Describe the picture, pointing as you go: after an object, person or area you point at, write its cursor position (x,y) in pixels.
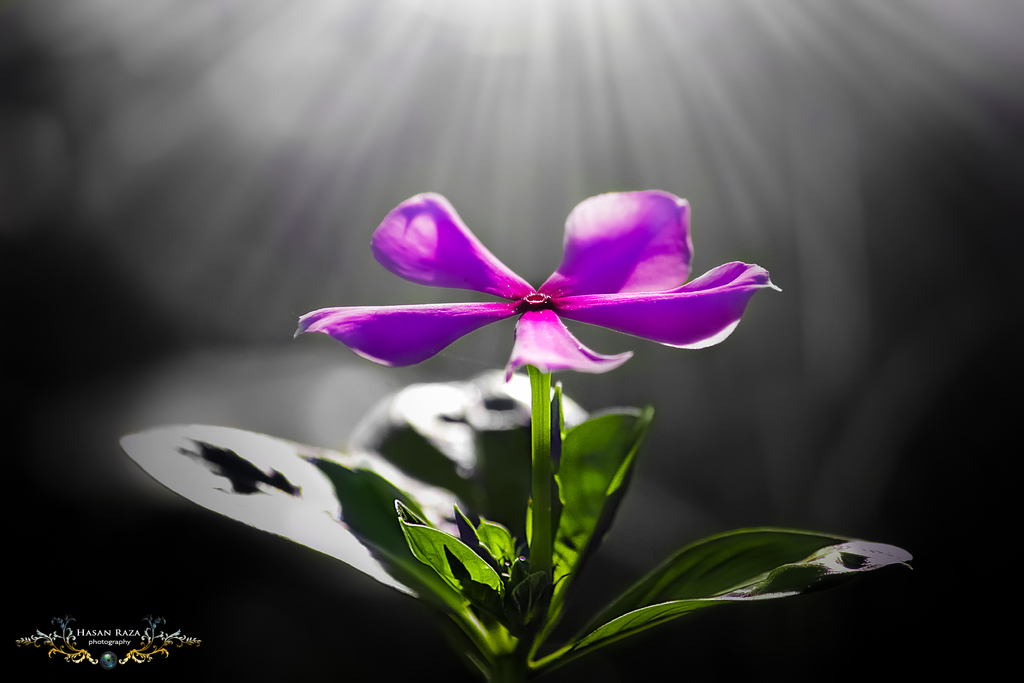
In this image we can see a flower (541,313) to the stem (546,446) of a plant (561,545).
